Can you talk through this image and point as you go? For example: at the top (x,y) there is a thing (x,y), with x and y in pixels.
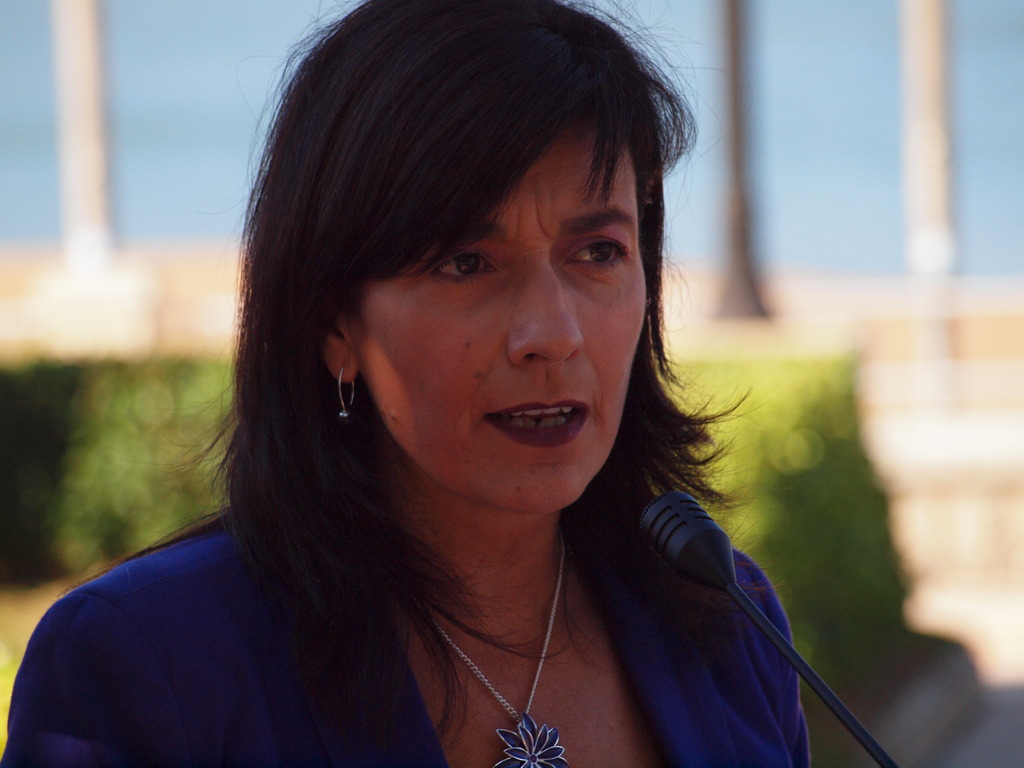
In this image there is a woman (417,457). In front of her there is a microphone (681,540). Behind her there are plants (157,392). At the top (222,66) there is the sky (855,124). The background (898,110) is blurry.
